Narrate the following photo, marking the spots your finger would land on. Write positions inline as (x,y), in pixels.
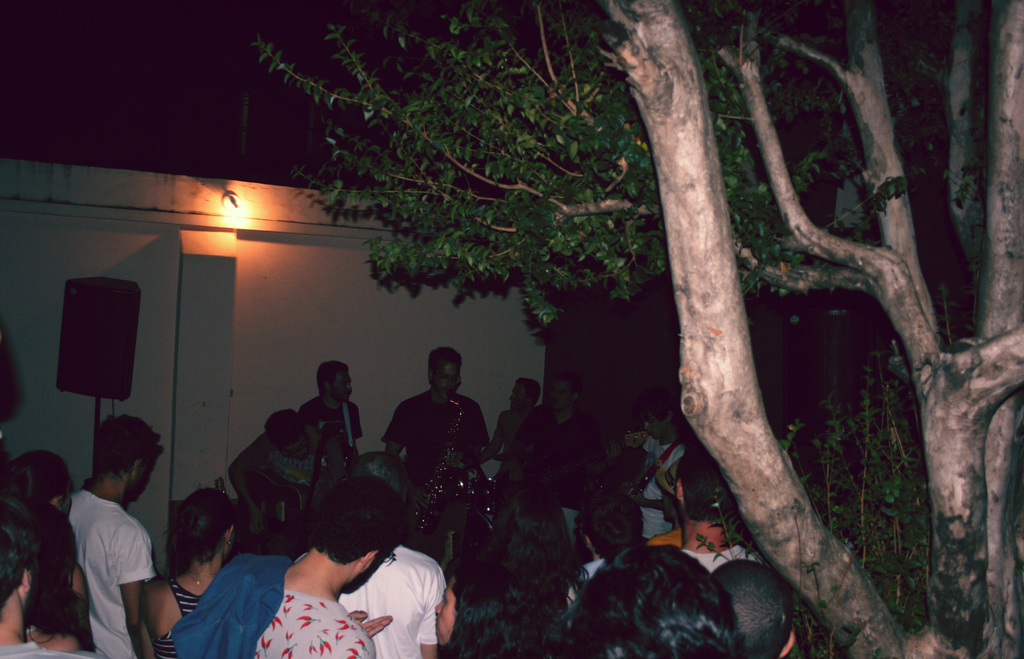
In the image there is a tree (952,564) on the right side (938,476) and on left side (258,634) there are many people (409,594) standing and a person (446,382) in the back (440,425) playing saxophone (441,468) in front of the wall (240,333) with a lamp (234,211) above it.
